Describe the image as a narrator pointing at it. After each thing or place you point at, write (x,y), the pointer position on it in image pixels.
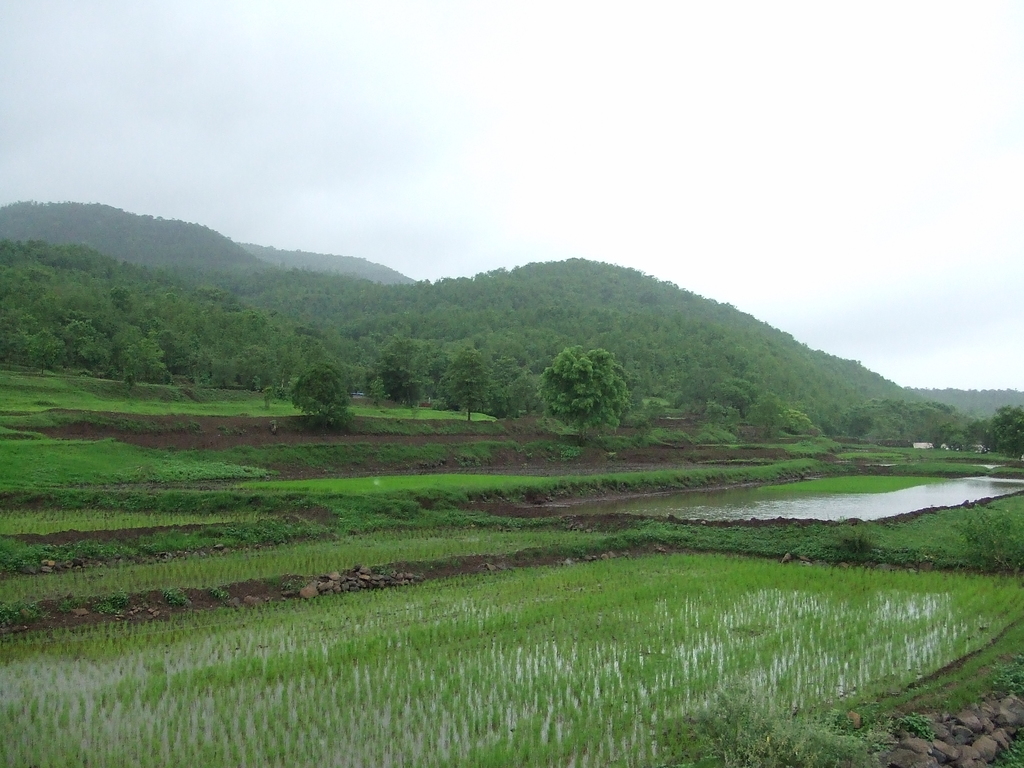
In this image I can see the ground (823,701), some grass (533,700) on the ground (505,621), the water (800,501), few stones (329,581) on the ground (363,560) and few trees (335,374) which are green in color. In the background (650,321) I can see few mountains (235,293), few trees (174,267) on them and the sky (668,174).
